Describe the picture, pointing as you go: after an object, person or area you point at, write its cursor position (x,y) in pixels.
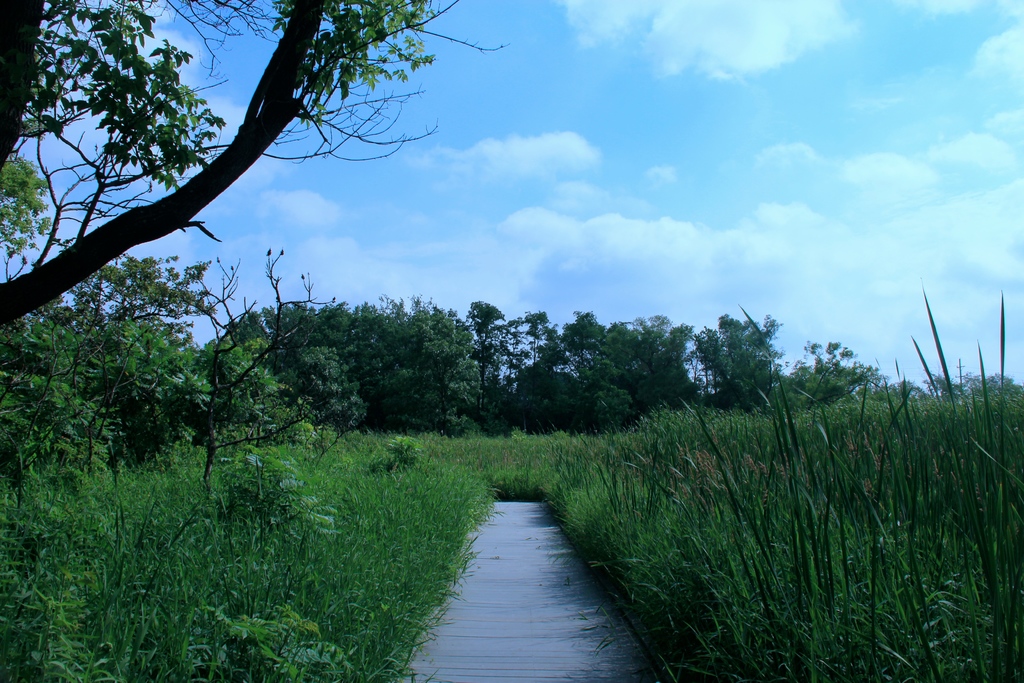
In this picture there are trees (415,384). At the top (883,211) there is sky (532,104) and there are clouds (541,252). At the bottom (145,639) there is grass (657,547).
